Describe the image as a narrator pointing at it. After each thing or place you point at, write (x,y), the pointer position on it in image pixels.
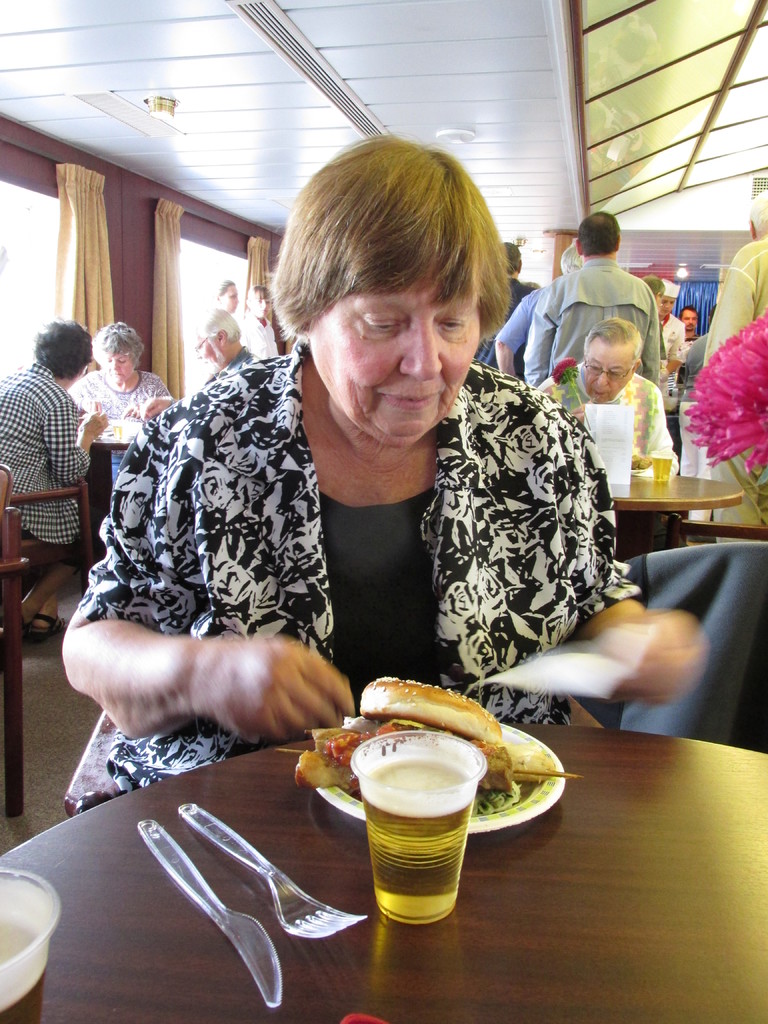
In this picture there is a lady (286,258) who is eating a burger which is kept on the table (576,943) with beer (364,764) and a knife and fork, there are other people (600,220) those who are also eating, it seems to be a canteen (633,177).
